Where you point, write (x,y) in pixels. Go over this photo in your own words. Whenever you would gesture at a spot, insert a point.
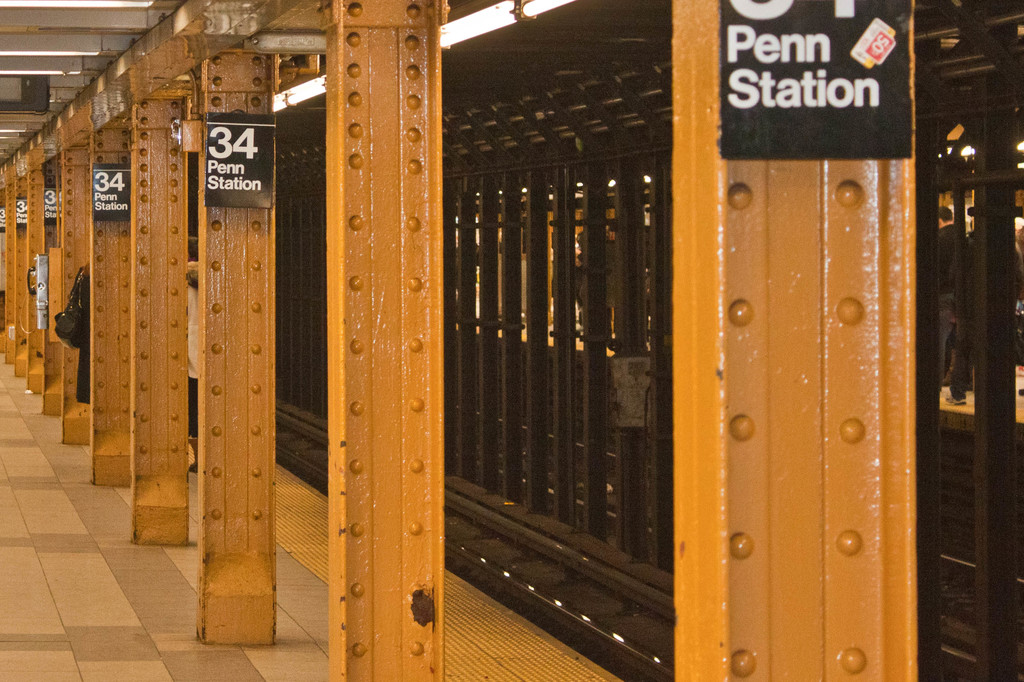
In this image I can see the platform (110,618), few metal poles (234,490), few boards (244,189) to the poles (229,208), few persons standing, few lights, the black colored metal railing (558,292) and the railway track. On the other side of the track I can see another platform (942,408).
